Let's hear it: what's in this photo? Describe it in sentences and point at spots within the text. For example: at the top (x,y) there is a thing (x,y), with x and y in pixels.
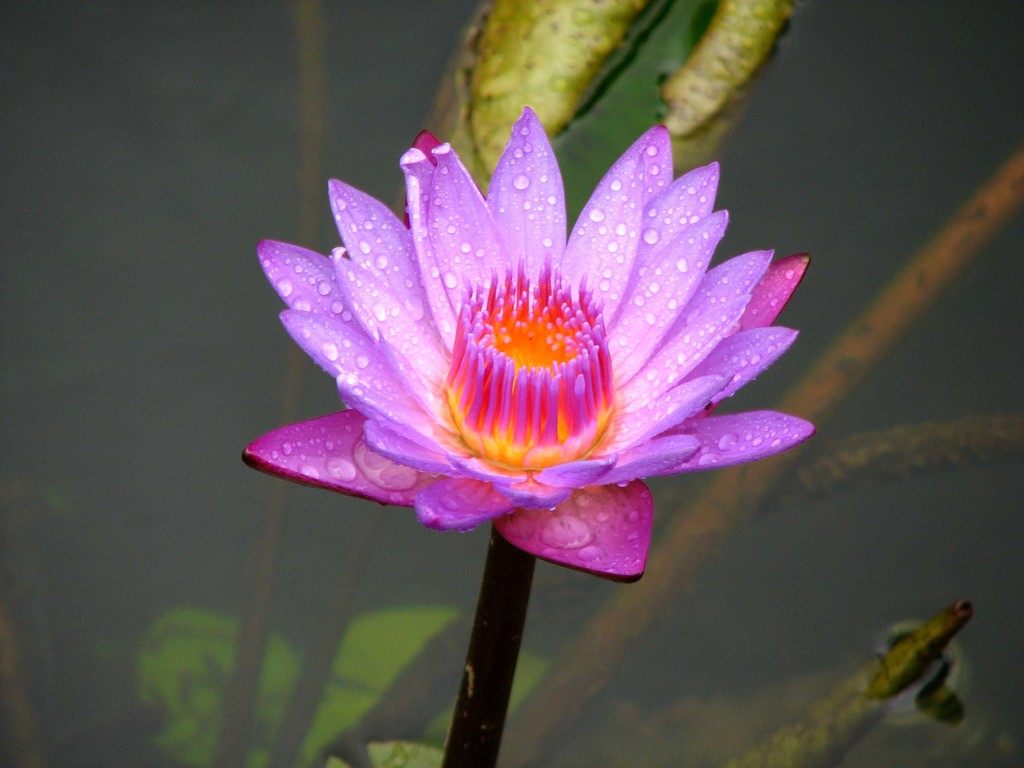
In this picture I can see a lotus (510,398) and few water plants (404,751) and I can see water (169,385) and few water droplets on the lotus (553,553). it is purple in color.
